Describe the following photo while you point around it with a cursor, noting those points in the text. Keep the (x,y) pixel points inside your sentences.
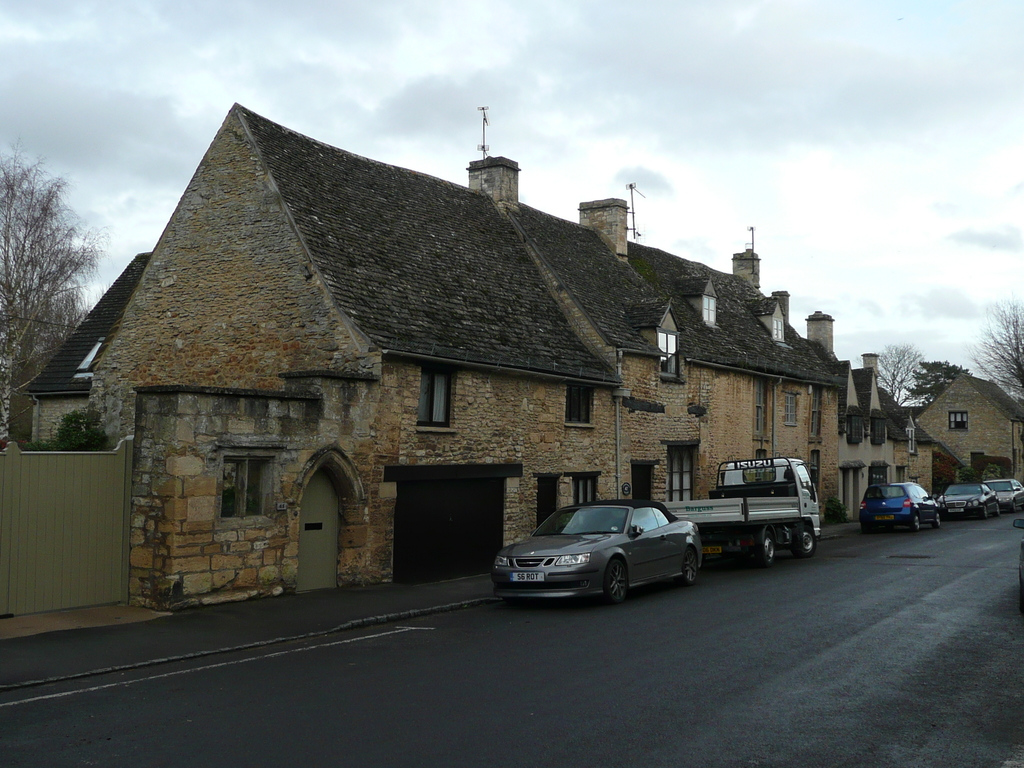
In this picture we can see few vehicles (904,520) on the road (832,591), beside to the vehicles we can find few buildings (662,424), in the background (155,202) we can see few trees (45,220) and clouds (851,262), on the left side of the image (37,537) we can find a door (68,515).
